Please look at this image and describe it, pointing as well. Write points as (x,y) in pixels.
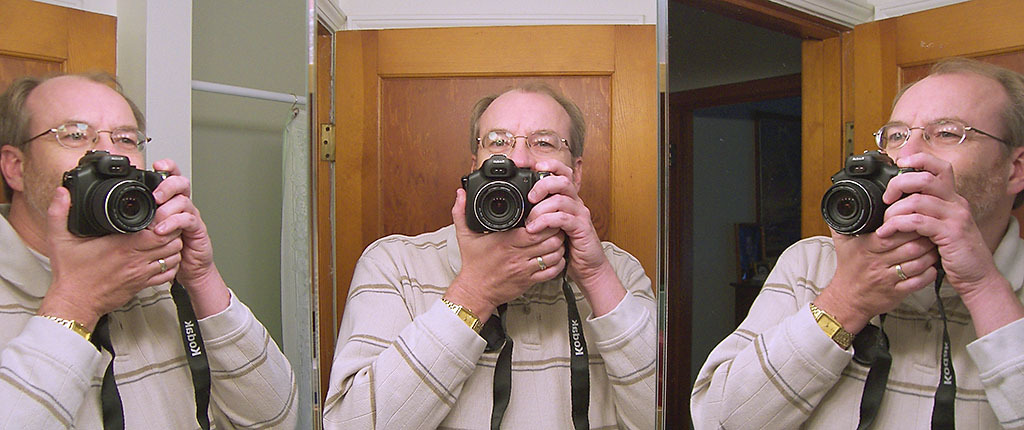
In this picture there is one person (611,419) reflected three times and holding the camera (109,189) in both hands (145,245).
